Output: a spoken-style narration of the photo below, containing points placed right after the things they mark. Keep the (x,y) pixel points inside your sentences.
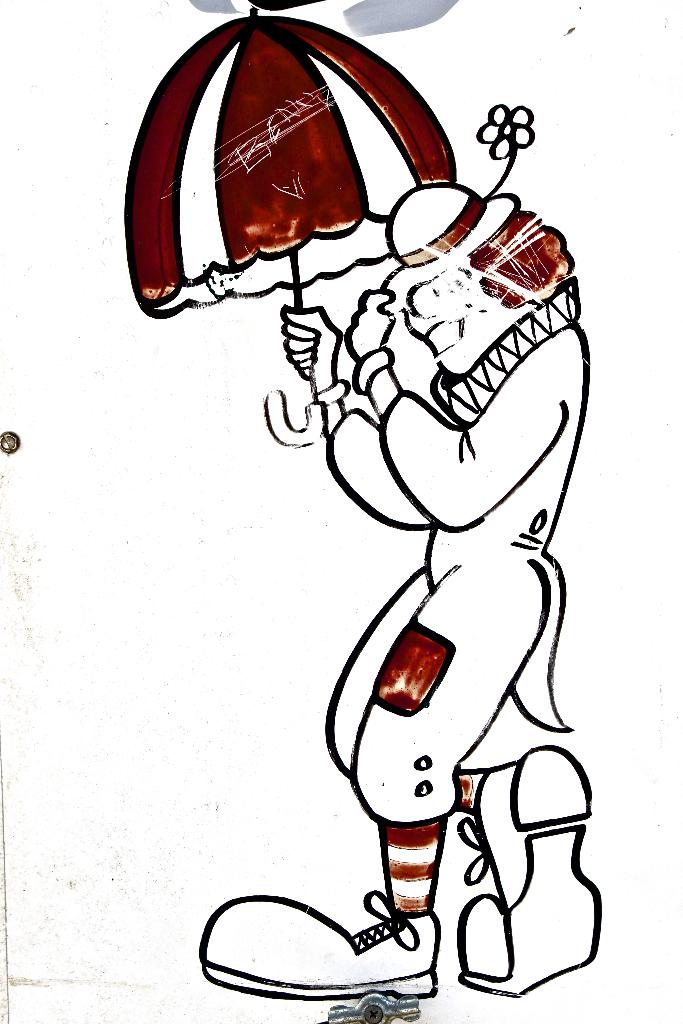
In the picture we can see a painting (417,385) of the cartoon person (304,928) standing with an umbrella (287,244).
